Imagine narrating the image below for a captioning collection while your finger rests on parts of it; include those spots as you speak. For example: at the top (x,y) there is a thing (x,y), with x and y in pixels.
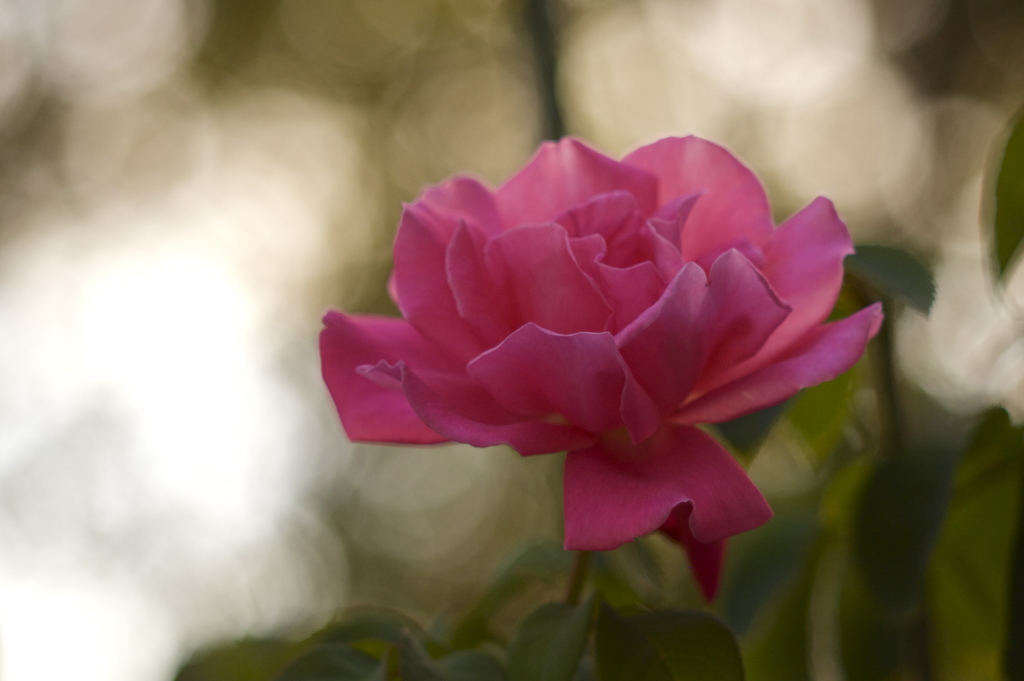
Here in this picture we can see a flower (566,276) present over a place.
